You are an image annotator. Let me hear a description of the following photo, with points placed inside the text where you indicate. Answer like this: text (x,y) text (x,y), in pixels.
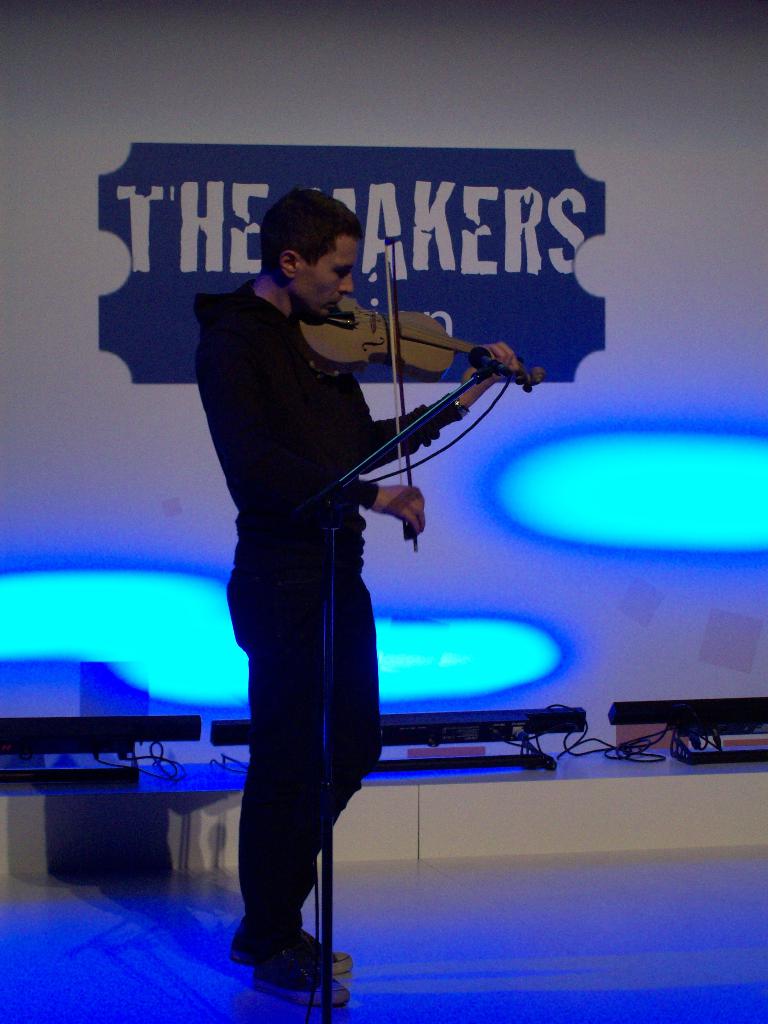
In this image the person (296,530) is standing and holding the violin (376,334). At the back side (248,160) there is a banner (151,166) and the quotation (131,188) written "The Makers". The person (258,478) is standing on the stage (502,984). There is a mic (512,367) and a stand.
